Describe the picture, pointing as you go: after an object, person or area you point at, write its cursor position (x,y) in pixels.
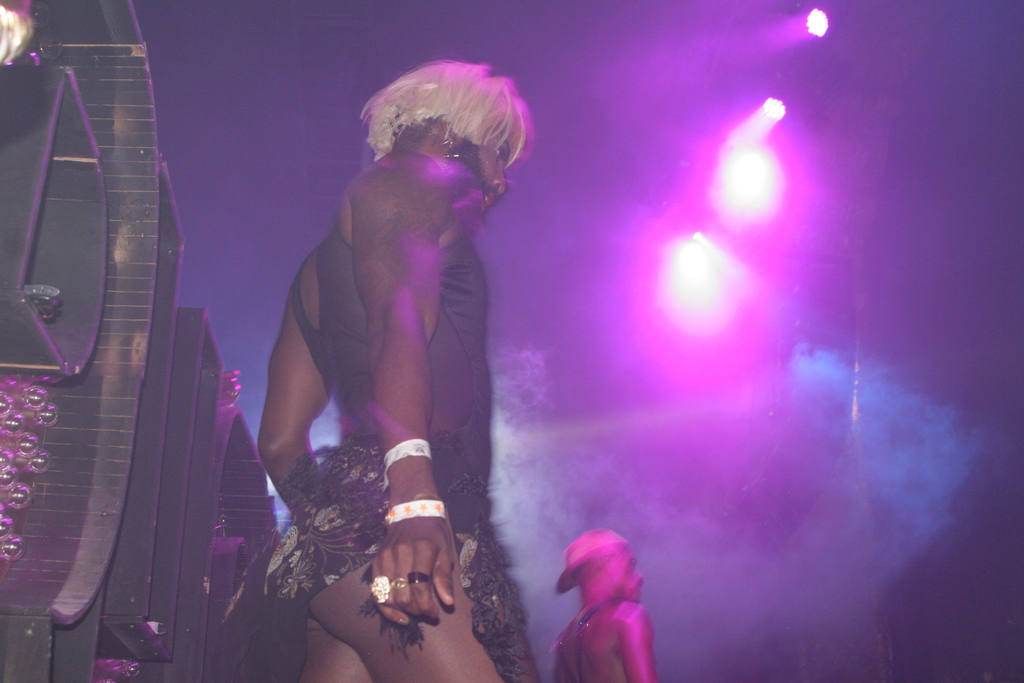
In this image we can see there are two persons (445,392) wearing different costumes (495,547), back of them there is a metal structure (130,515). In the background (680,330) there are some colorful lights (687,302).
